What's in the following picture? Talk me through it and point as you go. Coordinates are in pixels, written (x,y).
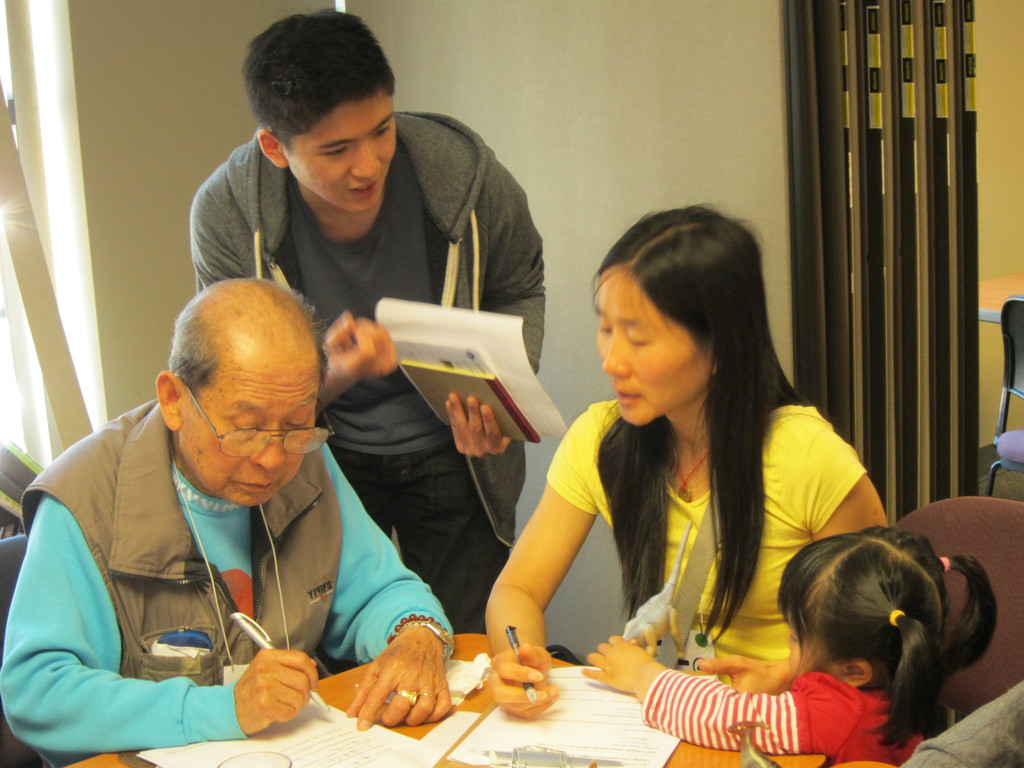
In the foreground of this image (732,615), there is a woman (735,574) and an old man (244,498) sitting and holding pens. At the bottom (537,740), there are papers (401,752) and planks (468,757) on the table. On the right (863,692), there is a kid (866,654). Behind them, there is a man (426,212) standing and holding a book (485,390). In the background (600,90), there is a wall (992,348), chair (1006,323) and a table (1005,289).
